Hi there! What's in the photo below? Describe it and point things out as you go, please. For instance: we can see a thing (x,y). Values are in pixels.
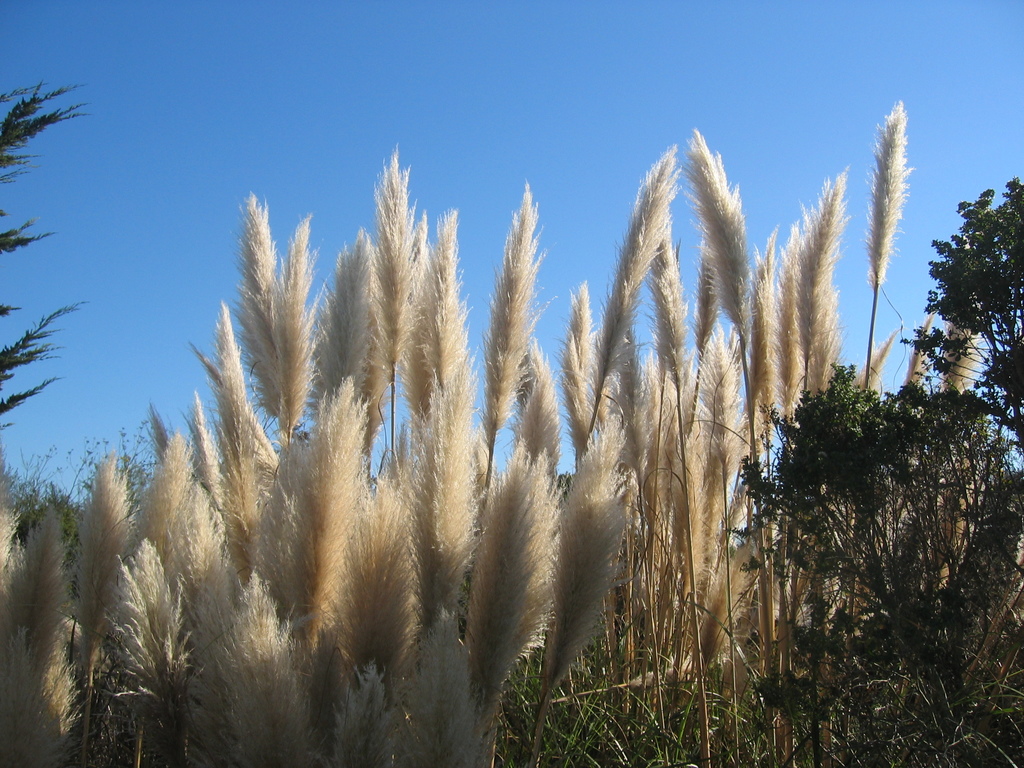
In this image I can see the plants (615,607) which are in green and cream color. In the background (355,185) I can see the blue sky (301,67).
